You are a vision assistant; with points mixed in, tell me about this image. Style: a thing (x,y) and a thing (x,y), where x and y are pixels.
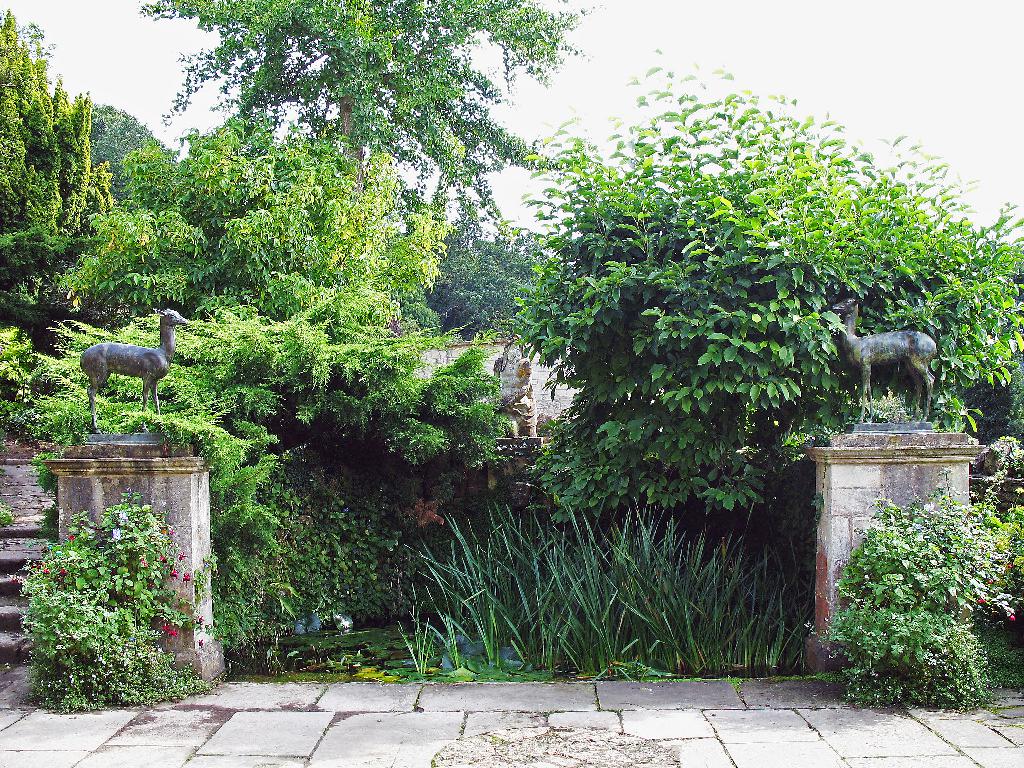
In this picture there is greenery (268,267) in the center of the image (568,332) and there are sculptures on the right (860,464) and left side of the image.
